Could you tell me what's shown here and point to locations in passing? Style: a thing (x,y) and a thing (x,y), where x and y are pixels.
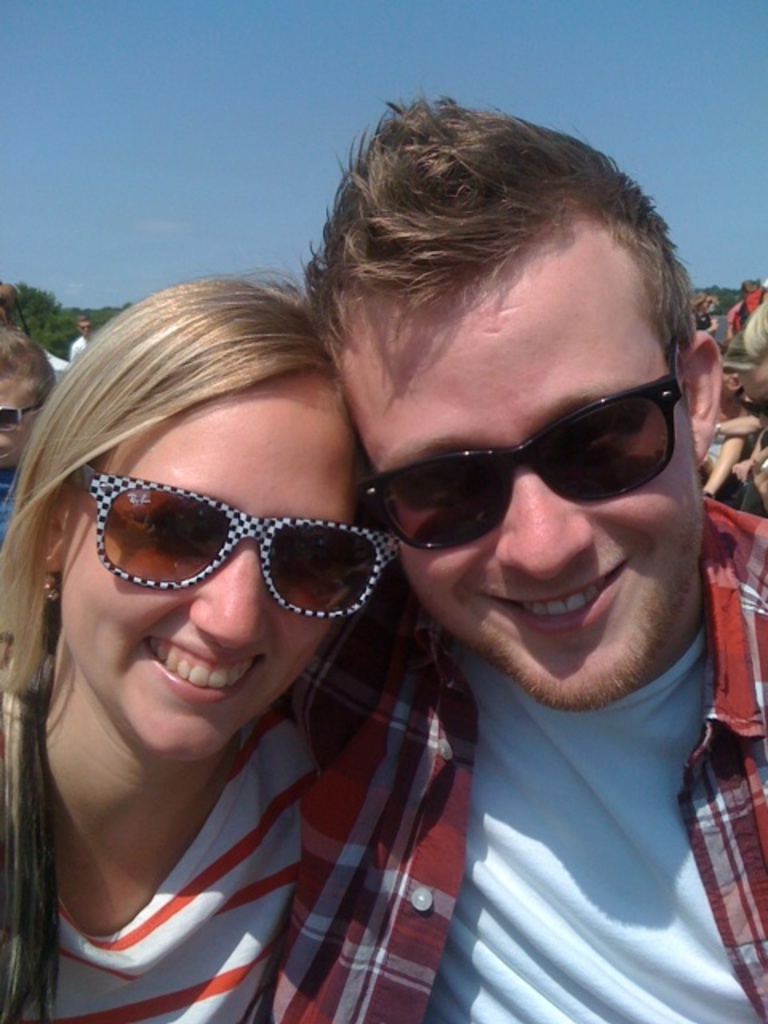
In this image I can see two persons (221,605), the person (623,753) at right (571,716) wearing red and white shirt (407,805), and the person (6,926) at left (90,926) wearing white and orange shirt (168,884). Background (48,313) I can see few other persons (9,317), trees (62,316) in green color, sky (81,223) in blue color.
